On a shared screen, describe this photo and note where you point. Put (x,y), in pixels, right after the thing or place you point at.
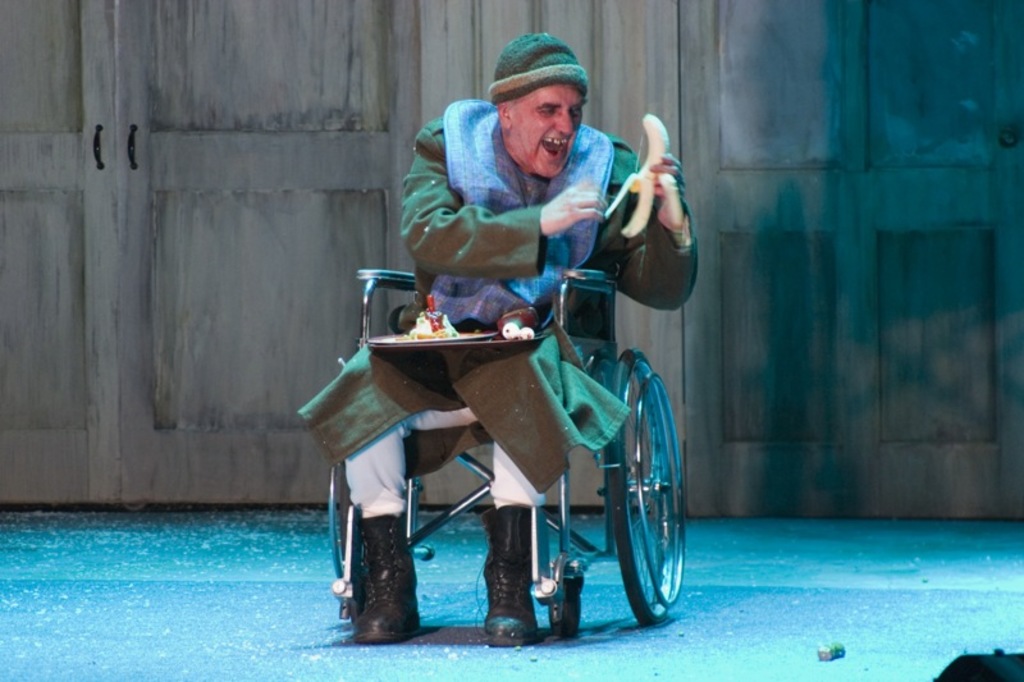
As we can see in the image there is a man (544,367) holding banana (662,138) and sitting on wheelchair (665,463). In the background (149,119) there are wooden doors (418,68).
